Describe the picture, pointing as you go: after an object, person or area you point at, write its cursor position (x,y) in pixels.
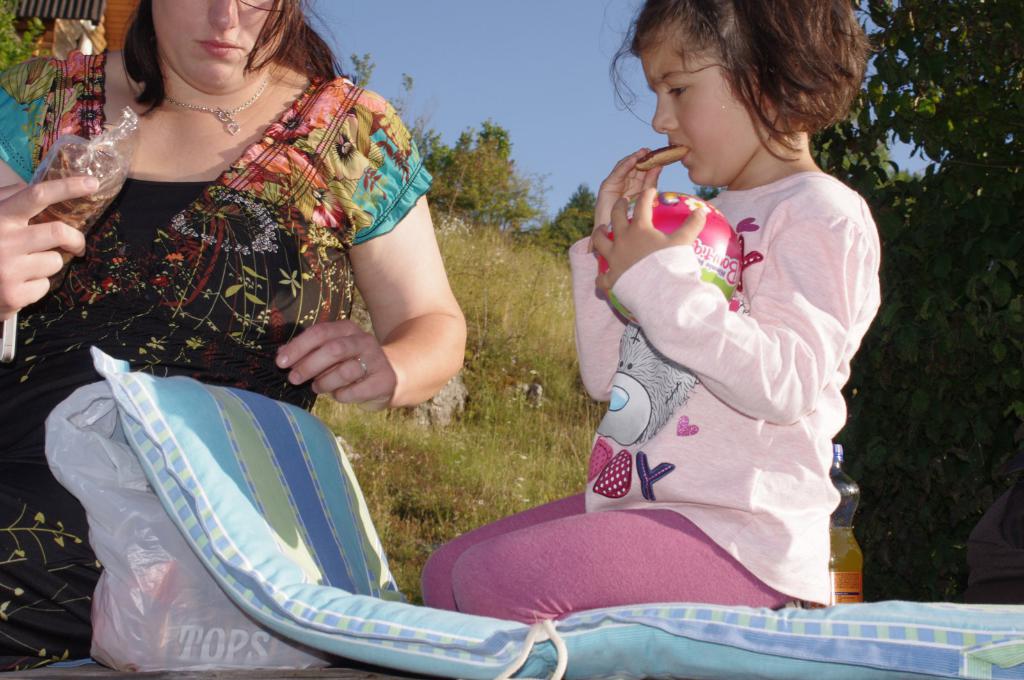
In this image I can see two persons (794,310), the person (775,321) at right (757,417) is wearing pink color dress (748,415) and the person (458,348) at left (234,285) is wearing black, brown and green color dress (234,285) and the person (201,271) is holding a cover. Background (592,10) I can see trees (985,278) and plants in green color and the sky (505,46) is in blue color.
